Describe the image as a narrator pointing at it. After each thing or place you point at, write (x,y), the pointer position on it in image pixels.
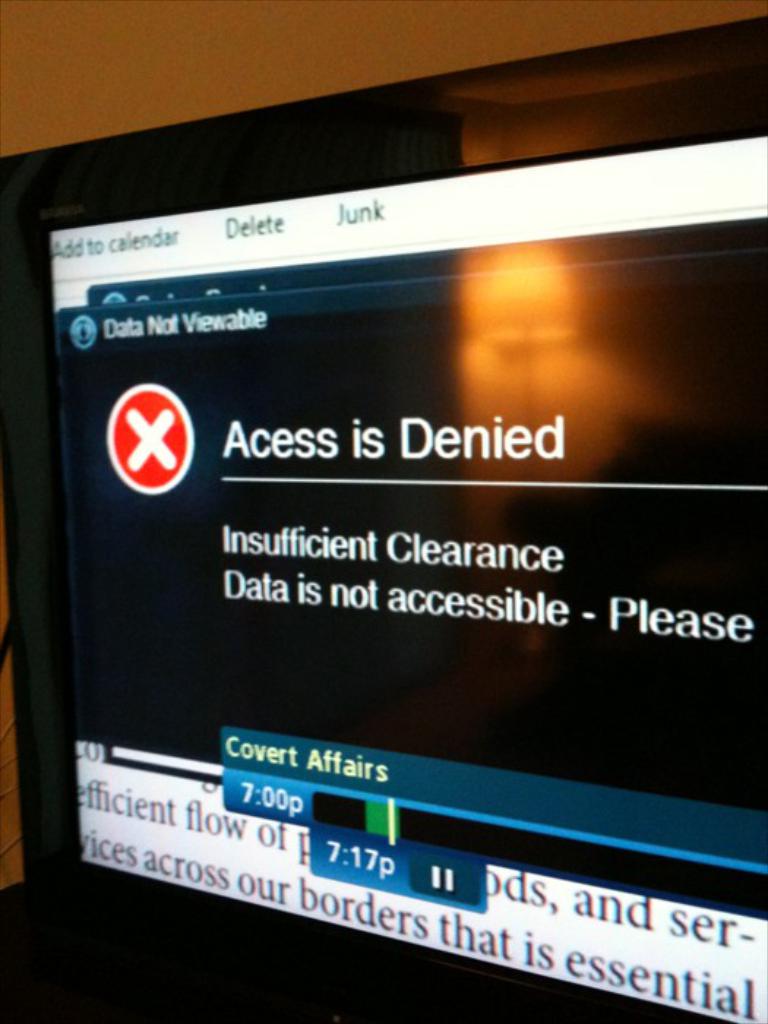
In this picture in front (172,774) there is a screen (536,657) and on the screen (559,700) there is some text (275,846) and numbers (297,813).
